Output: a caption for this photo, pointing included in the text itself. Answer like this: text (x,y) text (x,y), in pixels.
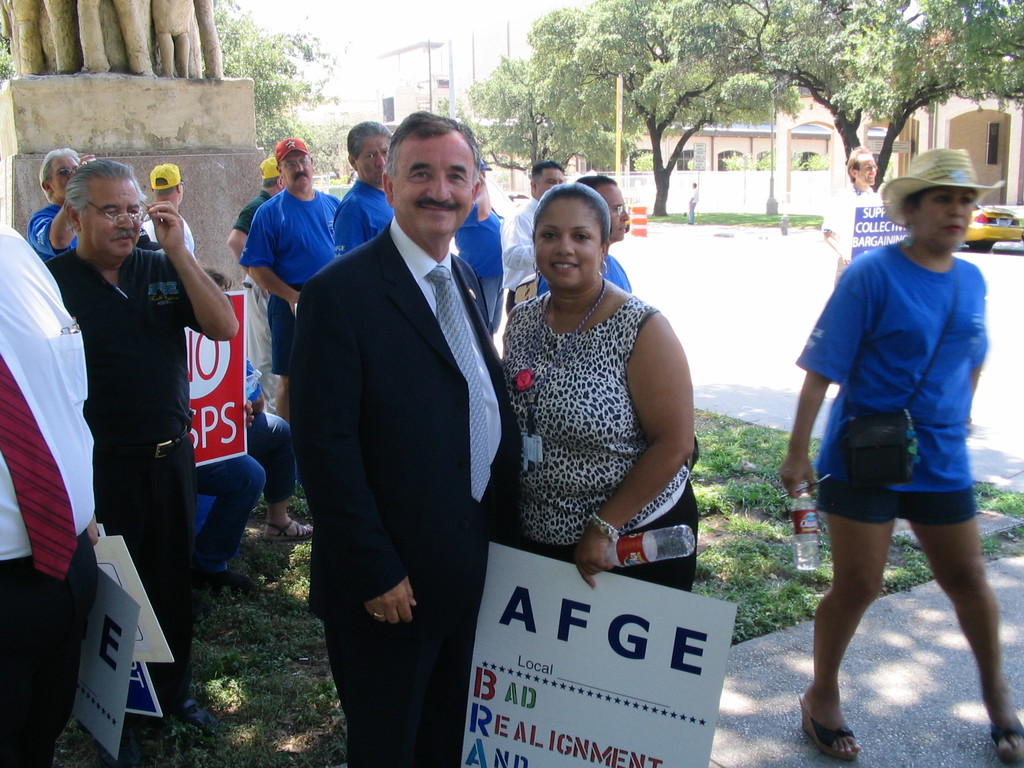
In the given image i can see a people (38,398), boards (648,589), bottles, grass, trees (772,34), buildings (792,125), car (1020,236), road (709,235) and poles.
